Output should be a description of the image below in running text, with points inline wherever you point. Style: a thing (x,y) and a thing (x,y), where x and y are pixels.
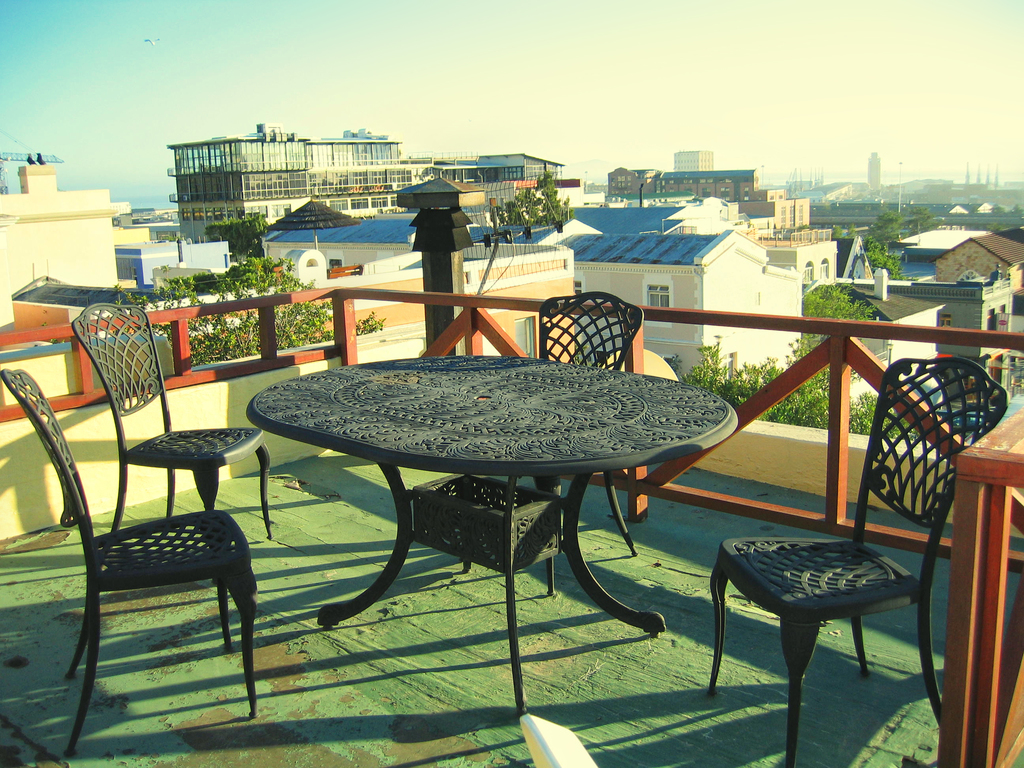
In this picture we can see there are chairs (176,528) and a table (414,516) on the floor (358,568). Behind the chair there is the fence (327,350), trees (781,370), buildings (92,240) and the sky (491,150).
